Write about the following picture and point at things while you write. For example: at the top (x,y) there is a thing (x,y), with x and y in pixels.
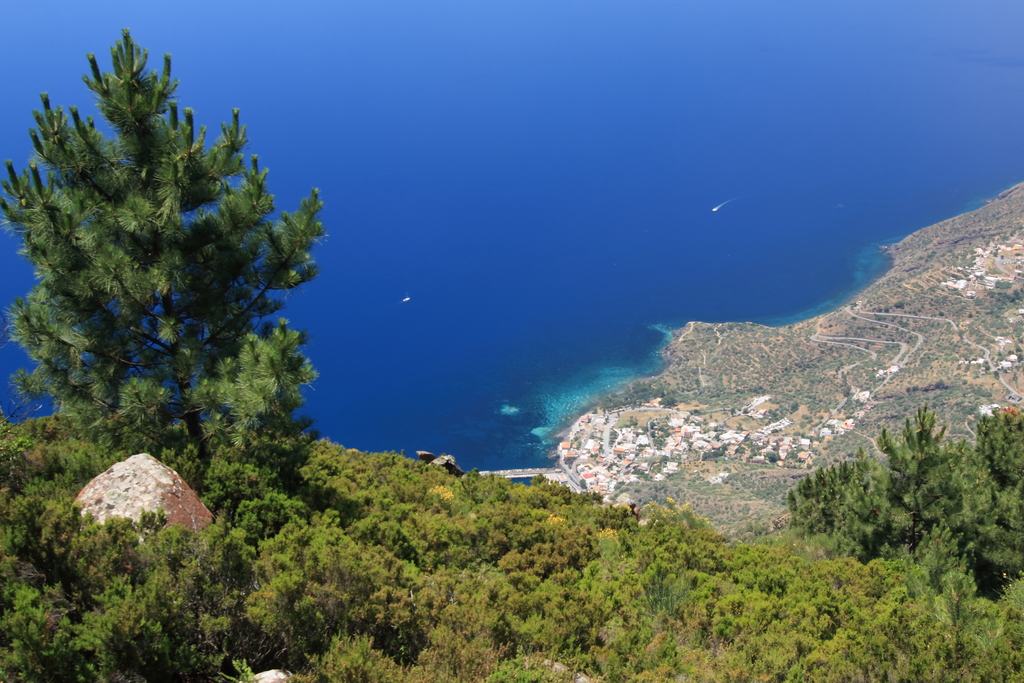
At the bottom of the image (623,538) there trees (282,562) and also there is a rock (116,484). Behind the trees (615,617) there is ground (622,410) with grass (724,398) and some other objects (687,449). And also there is water (648,201) in front of the ground (740,337).
